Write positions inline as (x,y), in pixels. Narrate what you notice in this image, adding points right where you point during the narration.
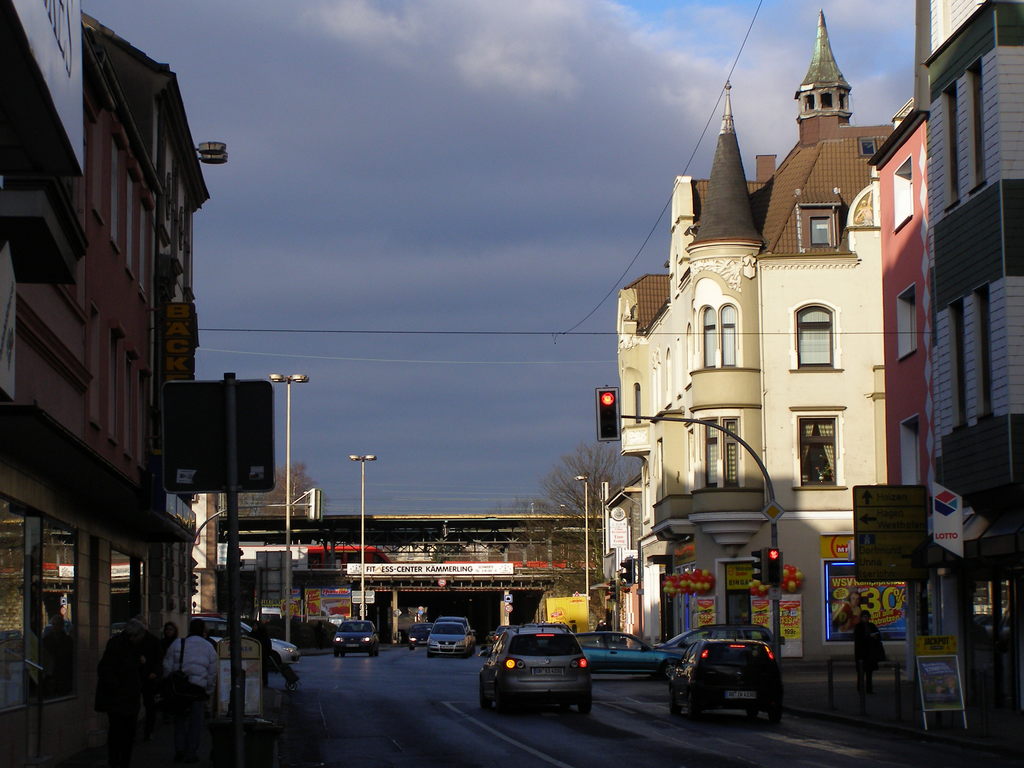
In this picture I can see the vehicles (493,634) on the road (455,676). I can see the buildings (664,576). I can see traffic lights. I can see a few people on the walkway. I can see pole lights (287,447). I can see trees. I can see the bridge (459,539). I can see clouds (431,420) in the sky (341,109). I can see electric wires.
